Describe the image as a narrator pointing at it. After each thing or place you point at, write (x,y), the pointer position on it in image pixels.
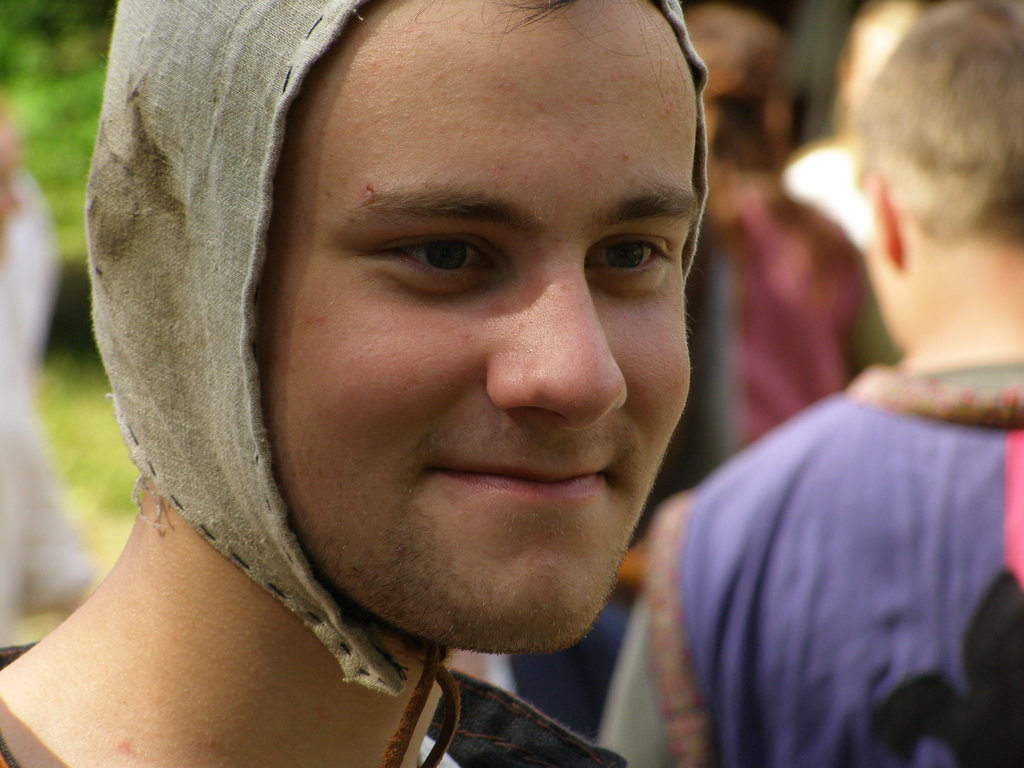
In this image we can see a person (391,265) and he is smiling. In the background (1,103) we can see people (838,523) and greenery (92,544).
